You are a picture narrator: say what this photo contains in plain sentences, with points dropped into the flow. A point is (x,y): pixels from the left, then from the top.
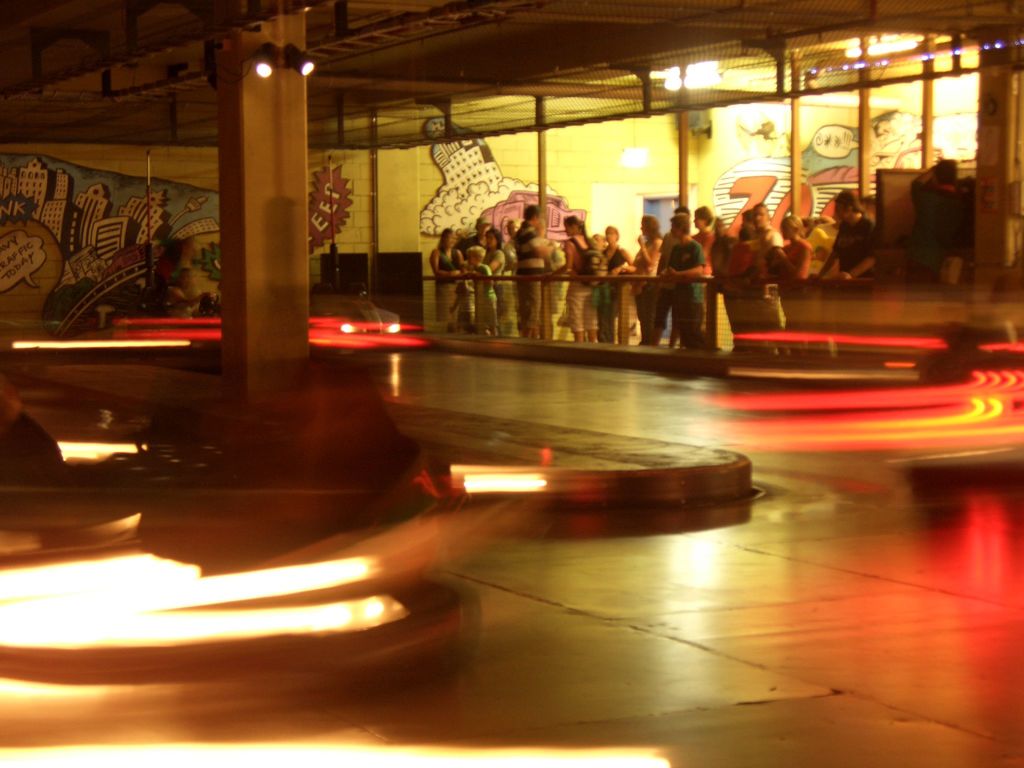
In this picture there is a floor (481,404) in which the vehicles (199,342) are moving around for a play. Towards the right (733,295), there are people (493,229) standing behind the hand grill (611,276). On the top (186,78) there is a roof (553,16) with rods (792,101) and pillars (988,195).
